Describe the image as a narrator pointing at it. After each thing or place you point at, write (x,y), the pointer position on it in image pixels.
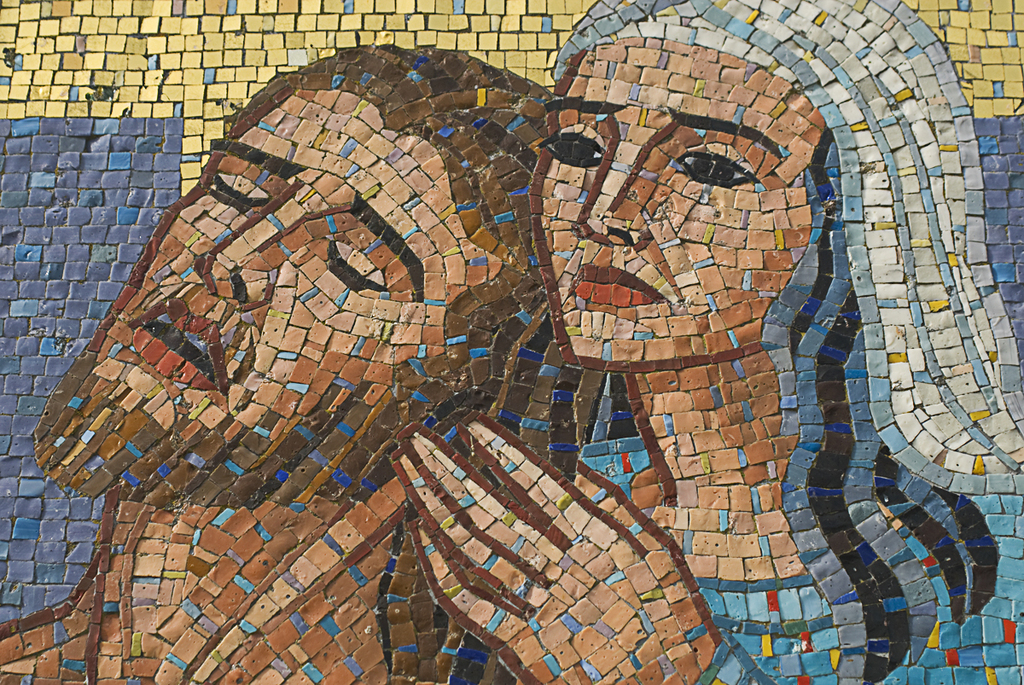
In this image we can see a painting (248,208) on the wall (501,202).
